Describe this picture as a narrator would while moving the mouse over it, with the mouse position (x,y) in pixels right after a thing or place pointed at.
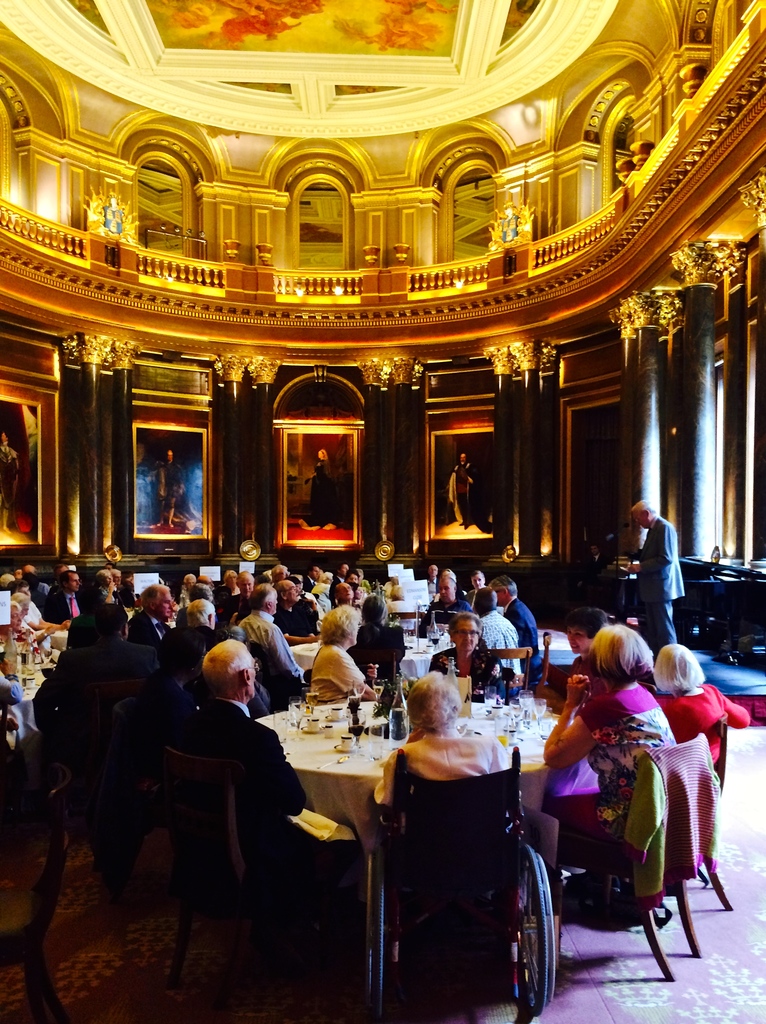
This picture is taken in a room (408,470) having few picture frames (304,470) attached to the wall (423,469). A person (645,520) here is standing. There are few tables (480,714). Top of it few cups (341,745) and bottles (391,730) are arranged. Each table (305,741) is surrounded by few people (576,741) sitting on the chairs (624,847). A person (440,714) in the front (431,735) is sitting on wheelchair (483,874).
